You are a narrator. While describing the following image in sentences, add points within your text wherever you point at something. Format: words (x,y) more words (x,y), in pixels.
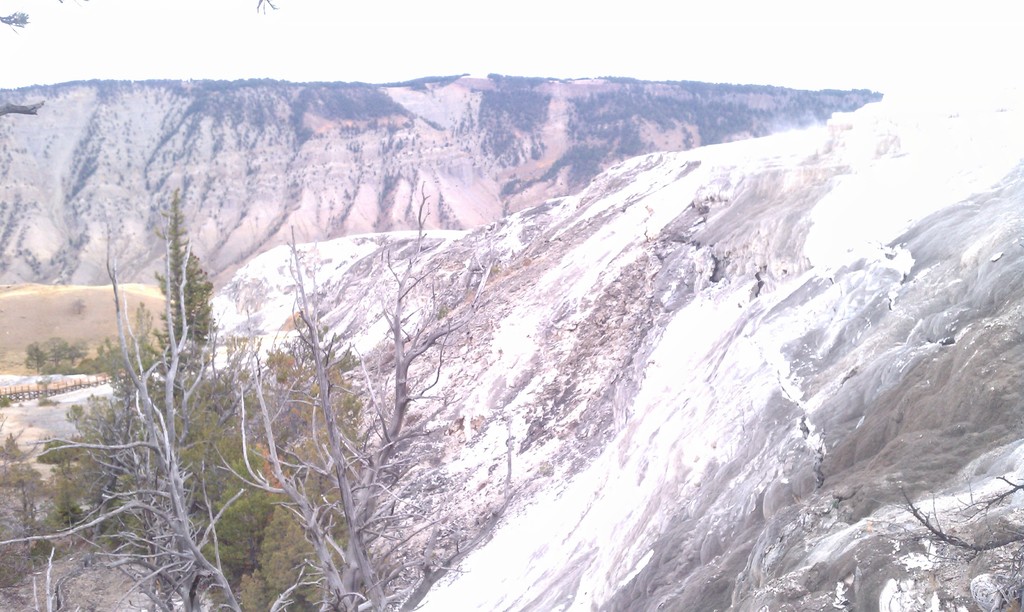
In this image there are mountains (714,249) and trees (156,437).
